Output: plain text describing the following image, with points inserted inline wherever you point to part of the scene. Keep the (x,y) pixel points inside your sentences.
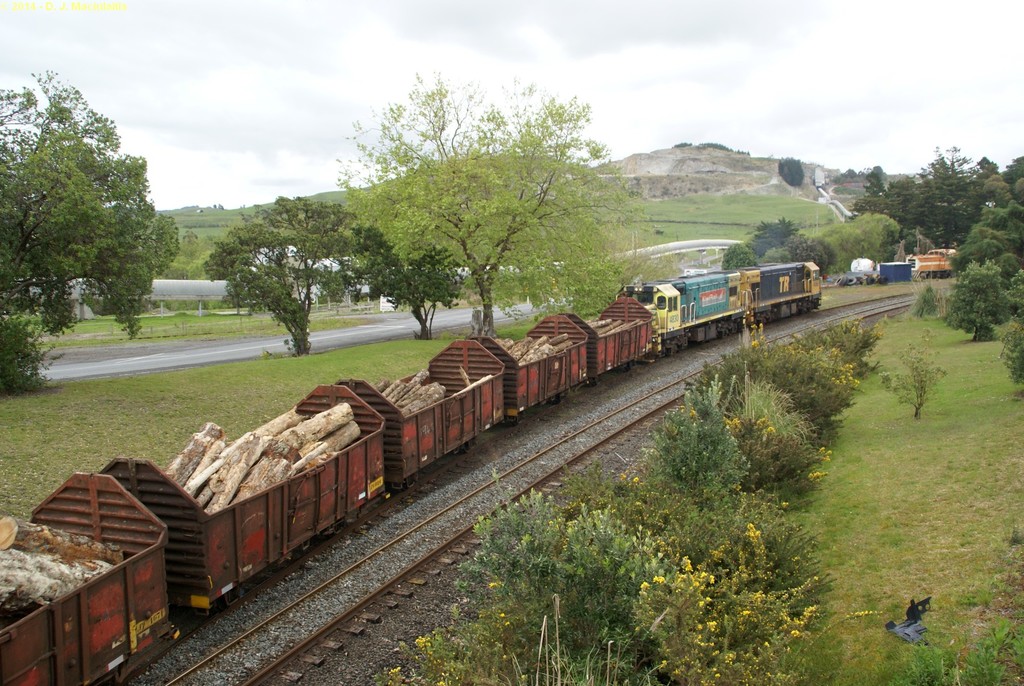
In this picture there is a goods train (616,314) moving on the railway track (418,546), carrying wooden logs (429,388). There are trees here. In the background (707,164) there is a hill (604,174) and a sky (596,97).
